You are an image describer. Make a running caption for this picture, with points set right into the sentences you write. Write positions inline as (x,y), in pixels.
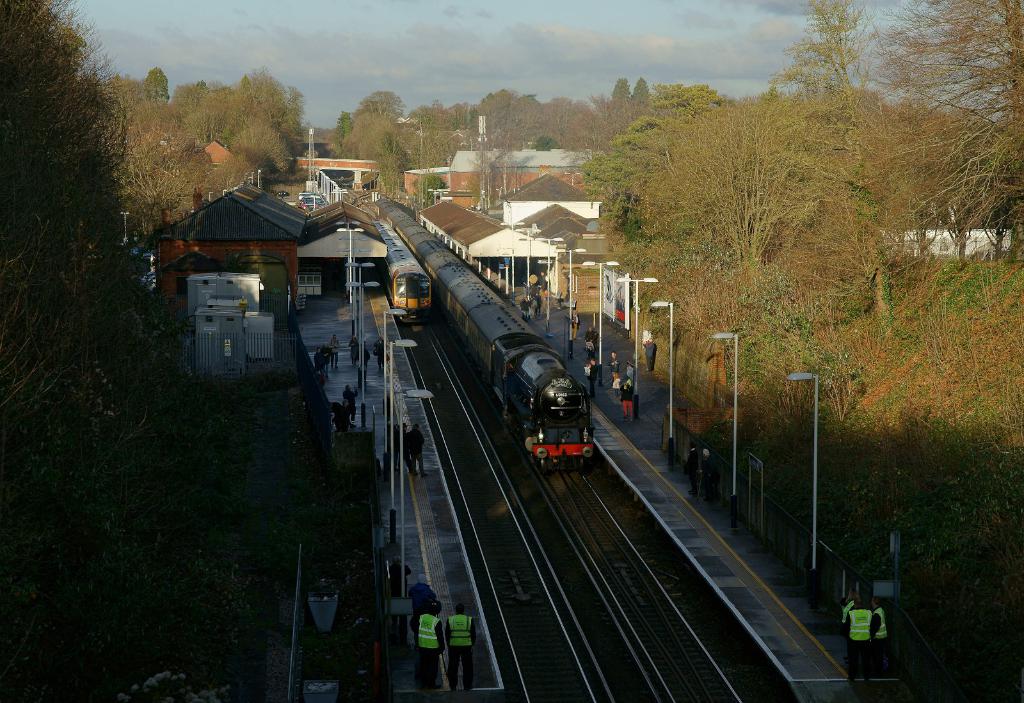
In the foreground of this picture (624,656), there are two trains (482,356) moving on the track (597,597) to which on the both sides we can see platform (644,466), poles (401,488) persons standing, trees (90,466) and the shed (498,235). In the background (465,180), we can see few buildings (471,168), trees (271,137), poles (310,135), sky (318,72) and the cloud (318,72).
